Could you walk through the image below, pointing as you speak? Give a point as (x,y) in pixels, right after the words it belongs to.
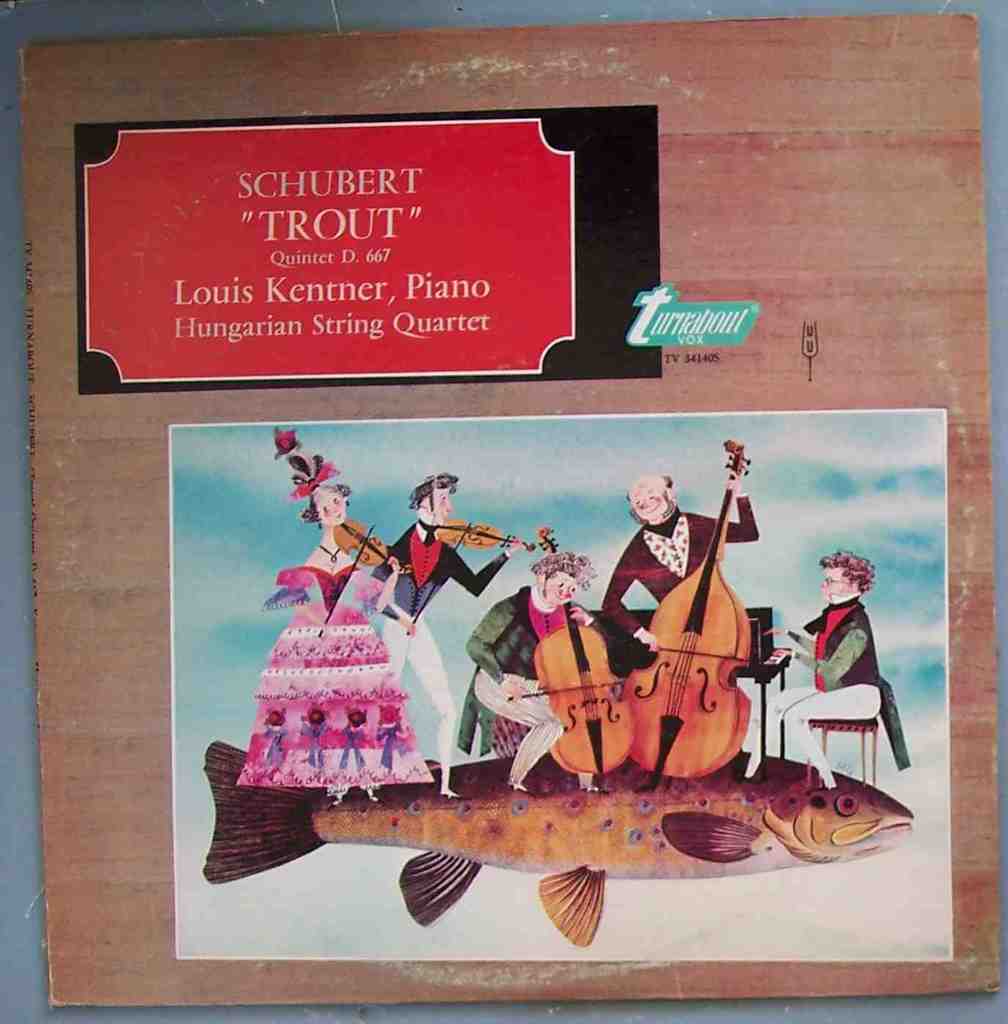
At the bottom (536,949) there is an image (484,923), on the fish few persons (449,723) are standing, sitting and playing the musical instruments (563,660).
